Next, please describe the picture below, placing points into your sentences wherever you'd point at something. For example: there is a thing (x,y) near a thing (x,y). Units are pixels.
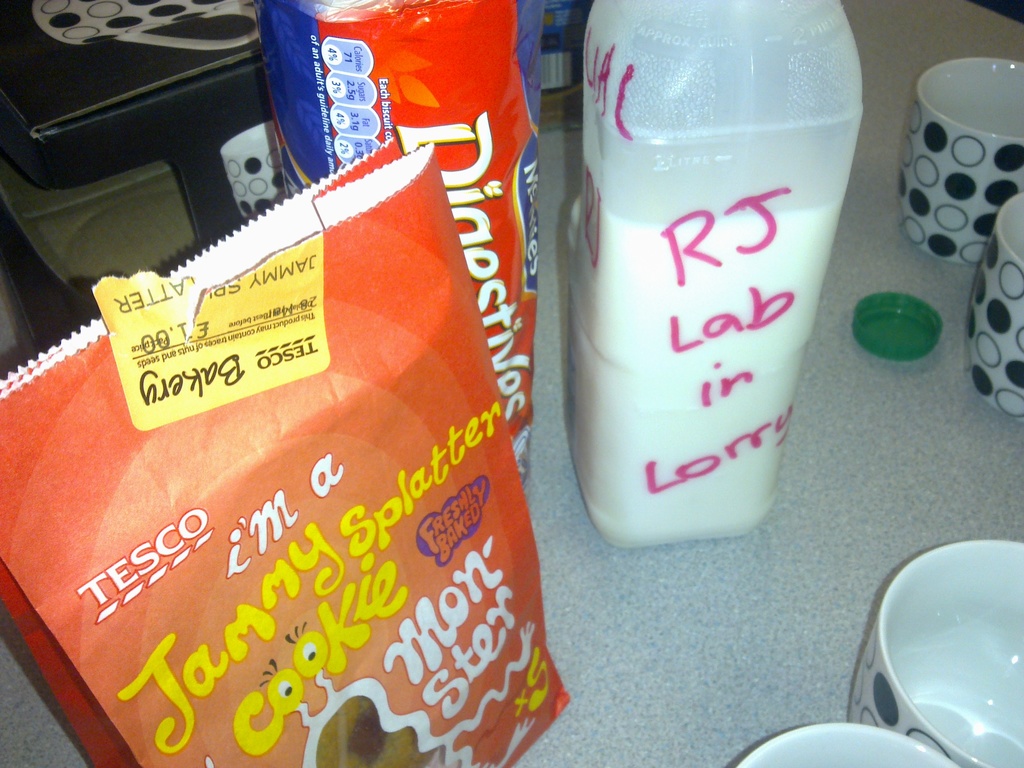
In this picture we can see cups (852,704), cap (872,337), milk bottle (763,327), packs (469,381).
